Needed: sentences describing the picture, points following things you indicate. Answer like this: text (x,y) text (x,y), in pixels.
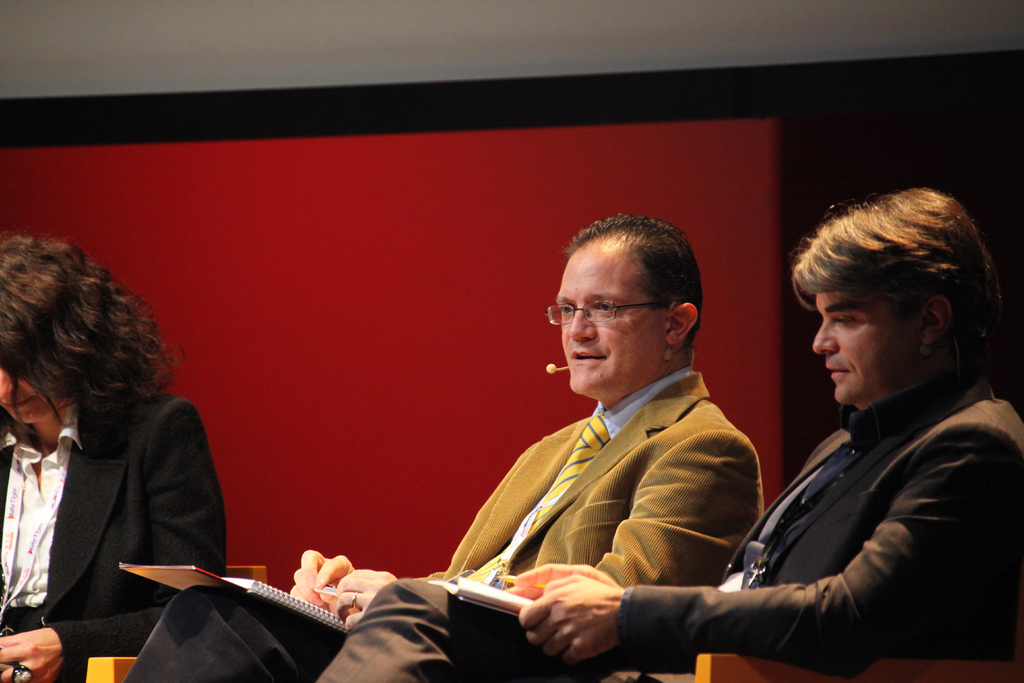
In the image there are two men (425,595) sitting and holding books (266,594) in their hands (335,598). There is a man (574,368) with spectacles (604,317) and mic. On the left side of the image (73,456) there is a lady (149,539). Behind them there is a red and black background (419,191).
